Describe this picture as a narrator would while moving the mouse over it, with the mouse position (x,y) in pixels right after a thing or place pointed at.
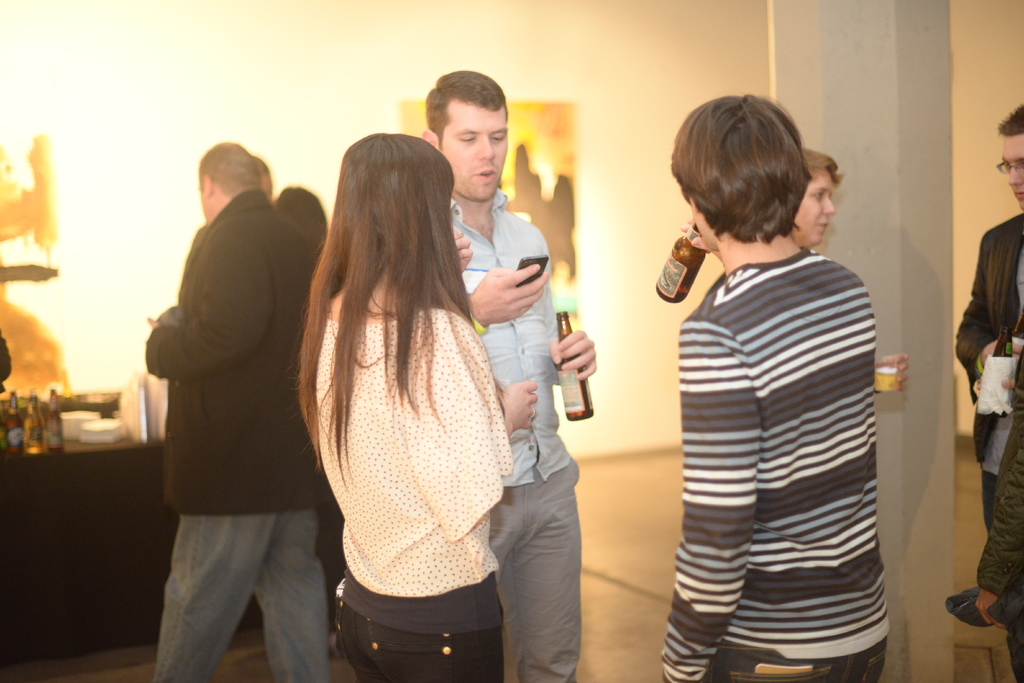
In this image we can see everyone are standing and a person (1005,418) on the right side (999,280) holding a bottle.
